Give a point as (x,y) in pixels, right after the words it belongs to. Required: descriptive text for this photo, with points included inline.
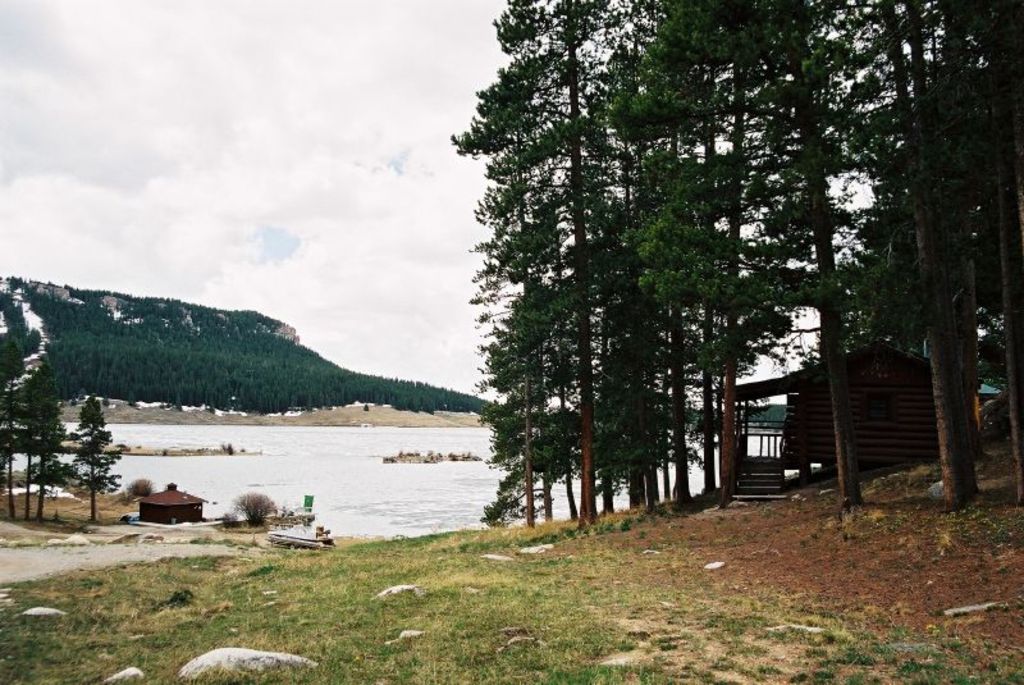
In this image we can see the water (314,467), mountain (158,366), trees (120,393), and grass (614,586). And there are houses (816,434) and the sky (383,300).
